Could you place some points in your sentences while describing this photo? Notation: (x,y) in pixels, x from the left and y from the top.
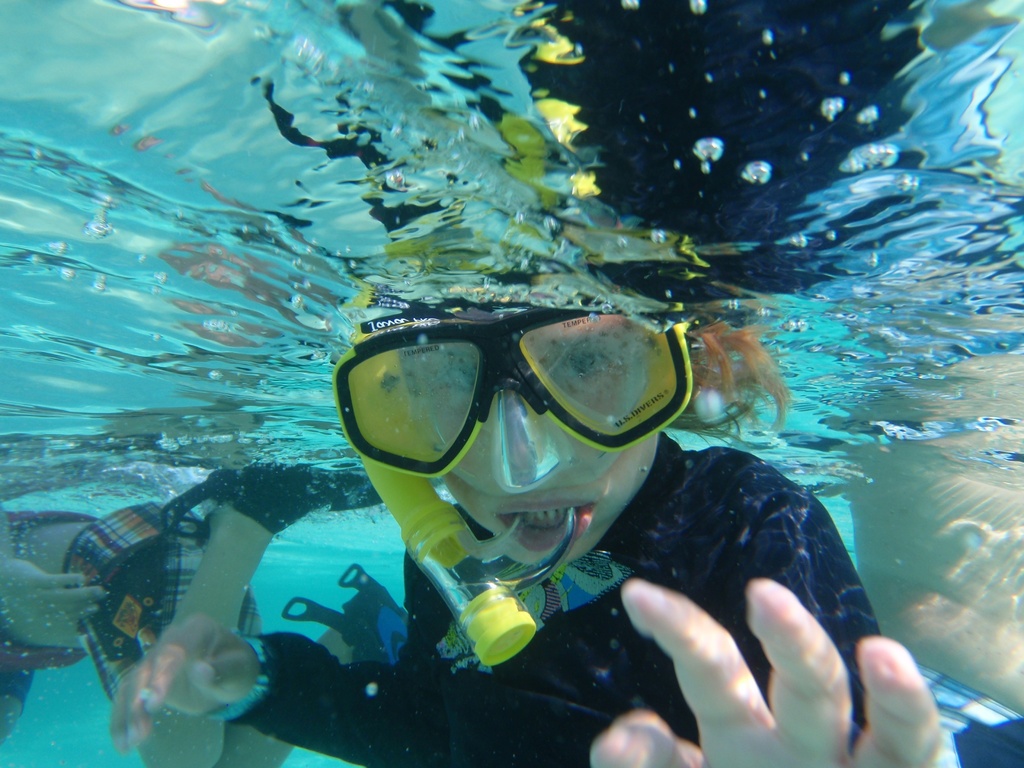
Inside this water (804,428) we can see people (193,594). This person (488,489) wore goggles (443,340) and kept pipe (377,475) in his mouth (545,542).
